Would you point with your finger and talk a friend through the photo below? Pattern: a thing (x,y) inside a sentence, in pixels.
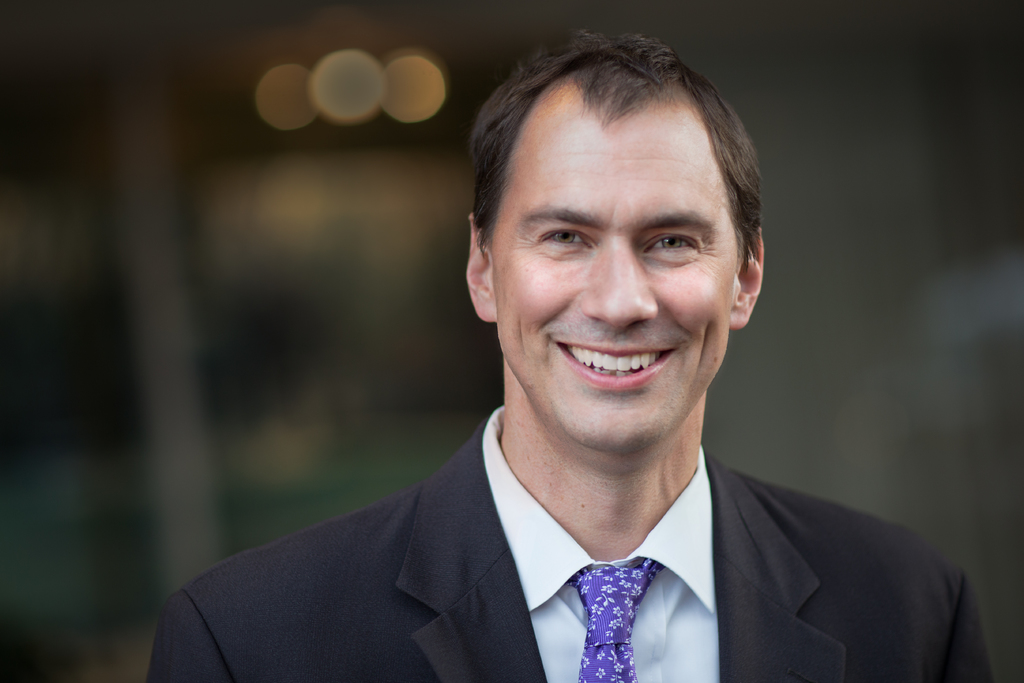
In this image we can see a man (630,425) smiling. He is wearing a suit (722,594).
